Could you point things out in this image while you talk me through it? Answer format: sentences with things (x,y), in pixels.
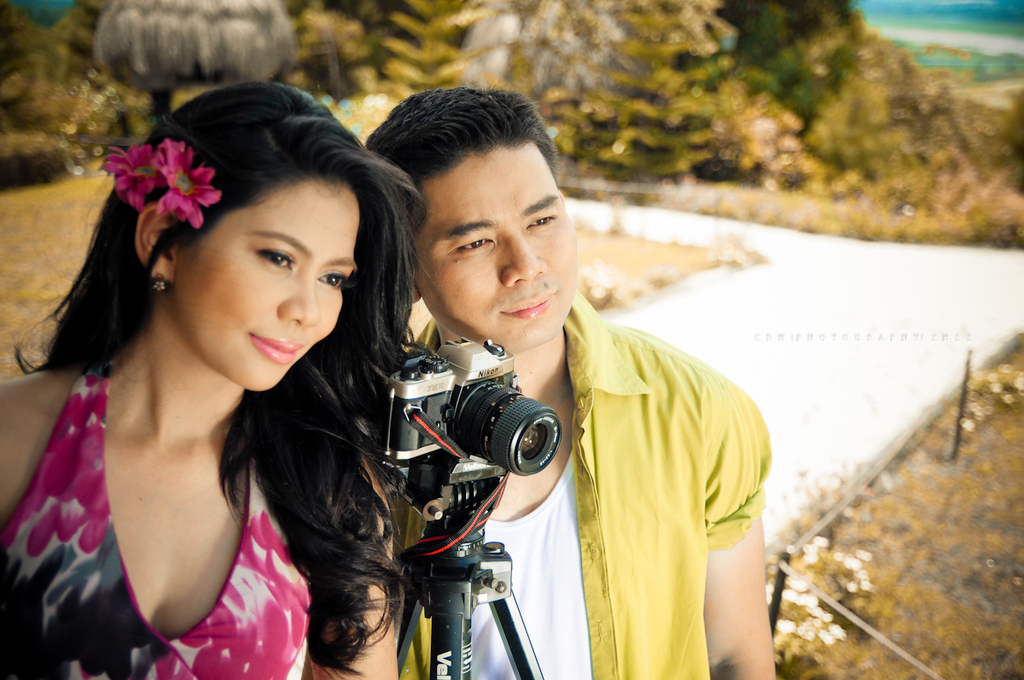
In this picture I can observe a woman (282,378) and a man (516,339) standing behind the camera (460,370). The camera (464,419) is fixed to the tripod stand (448,487). The man (495,326) is wearing yellow color shirt (626,486). Both of them are smiling. In the background (402,57) there are plants (624,100) on the ground (889,538).
